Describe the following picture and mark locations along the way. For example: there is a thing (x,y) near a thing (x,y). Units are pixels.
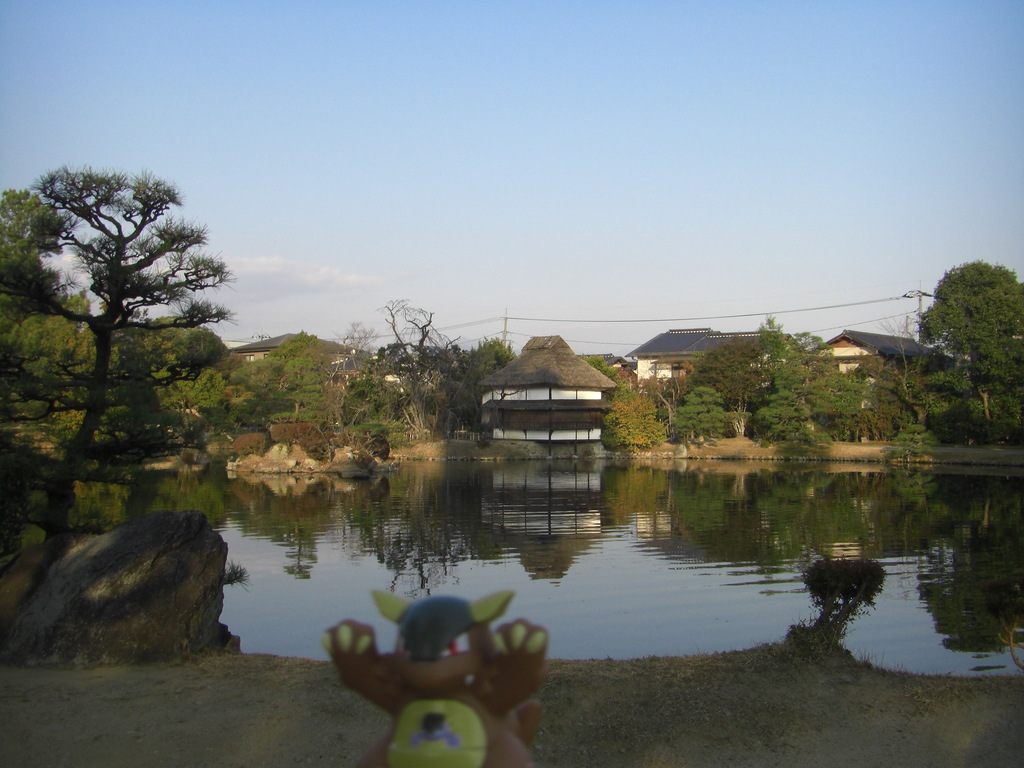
This image consists of a toy (467,724). At the bottom (754,739), there is a ground (871,706). In the middle (573,479), there is water (516,531). In the background (974,388), there are houses (536,366) along with the trees (404,398). To the left (144,599), there is a rock (127,574). At the top (417,31), there is a sky (417,31).
